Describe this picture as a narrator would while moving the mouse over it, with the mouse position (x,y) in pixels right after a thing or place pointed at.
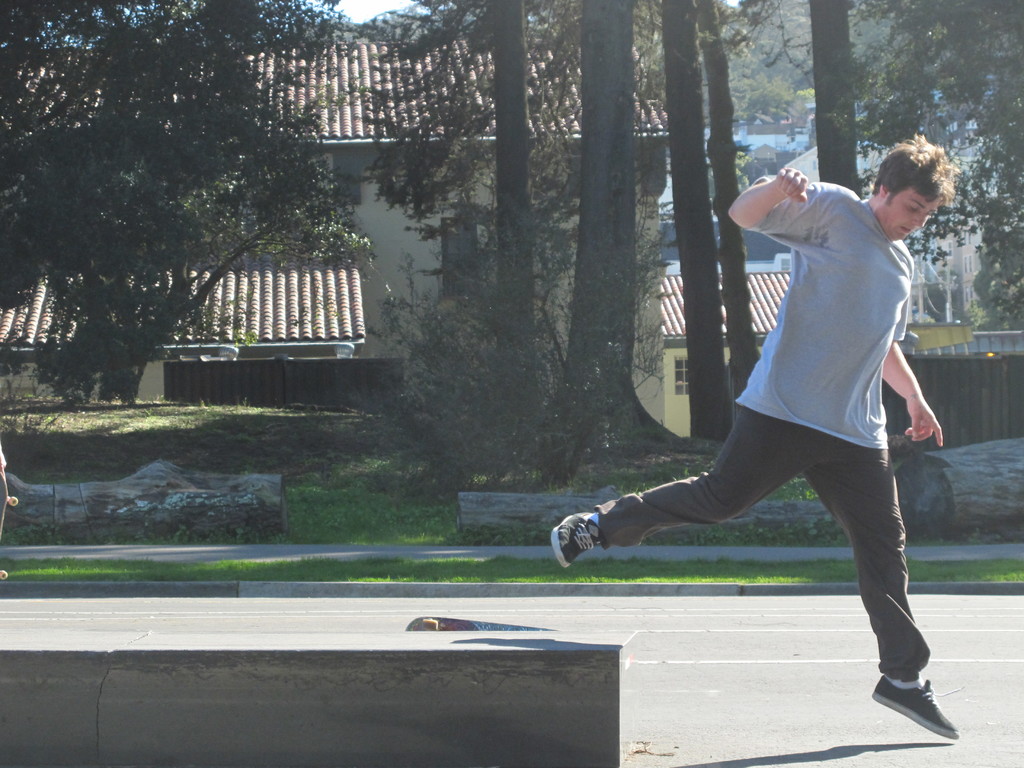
In the image we can see a person (795,356) wearing clothes (825,386) and shoes (895,700). There is a skateboard (469,629), road (691,629), grass (702,564), trees (575,359), building (425,223) and a sky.
